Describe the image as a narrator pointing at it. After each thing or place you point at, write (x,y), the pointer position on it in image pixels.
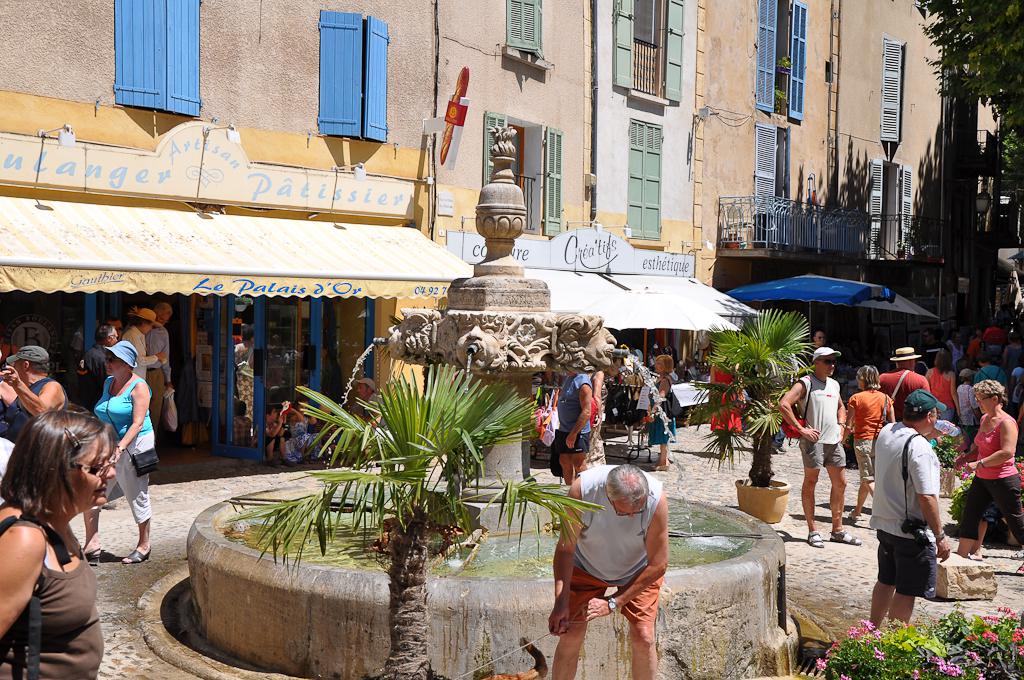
In this picture there are group of people (22,376) and there are buildings (948,224) and trees (1017,154) and there are umbrellas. In the foreground (959,638) there is a fountain (607,667) and there are plants (769,472) and there are boards (639,253) on the buildings (632,206) and there is text (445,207) on the boards (682,258). At the bottom (280,476) there is a road (786,453) and there are flowers (879,651).
